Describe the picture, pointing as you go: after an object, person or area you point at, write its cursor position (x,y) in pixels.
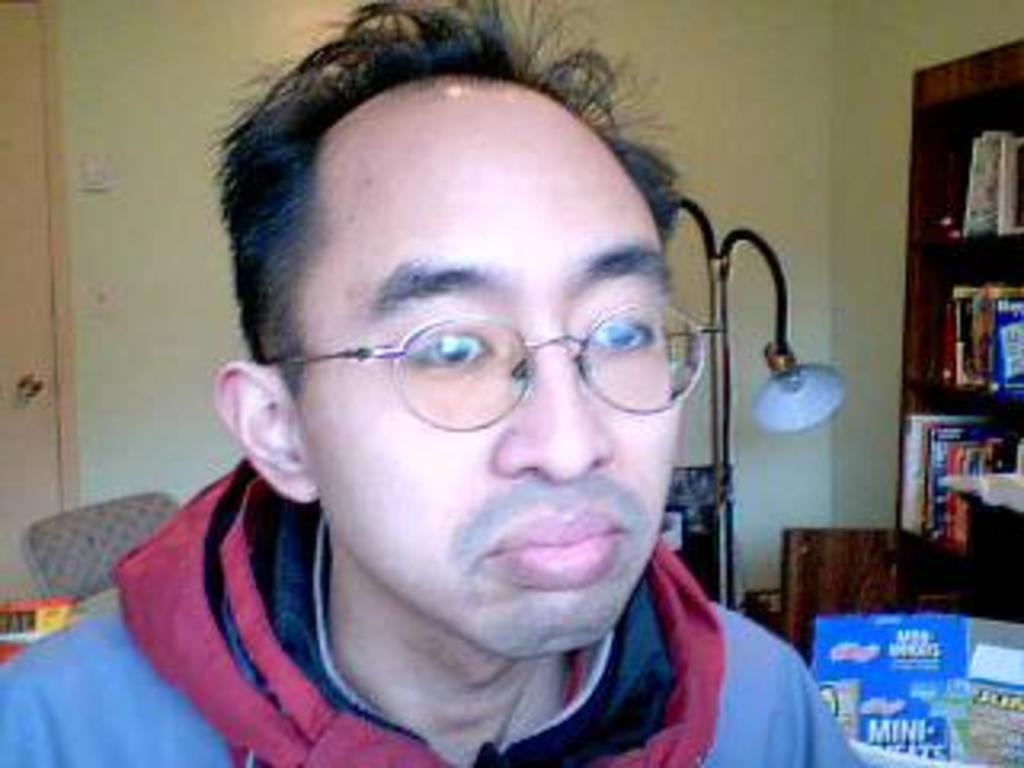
In the foreground of the picture (400,669) there is a person (474,580). On the right (957,477) there are books (958,464). At the top right (996,186) there are books (926,501) in a bookshelf (956,392) and there is a lamp (780,293). On the left (89,519) there is a door (8,287) and a chair (89,537). In the background (136,127) it is wall (821,96).
